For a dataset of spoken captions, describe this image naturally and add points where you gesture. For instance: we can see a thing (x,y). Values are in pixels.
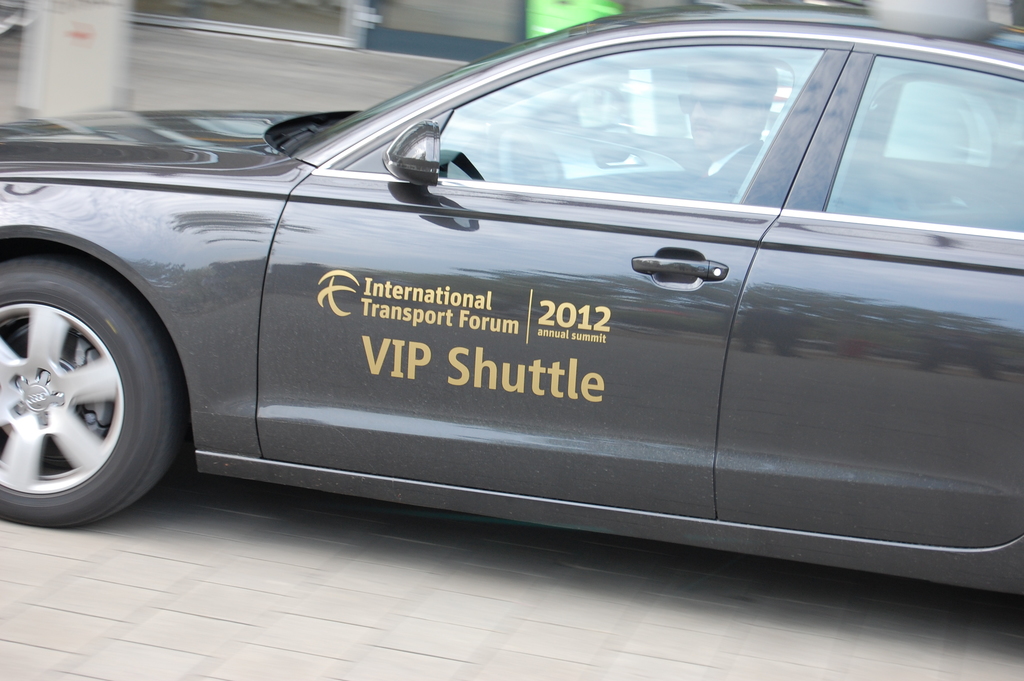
In the middle of this image (370,295), there is a person (718,78) in a gray color vehicle (728,179), on which there are golden color texts (381,358). This vehicle (376,460) is on the road (911,662). And the background (228,67) is blurred.
